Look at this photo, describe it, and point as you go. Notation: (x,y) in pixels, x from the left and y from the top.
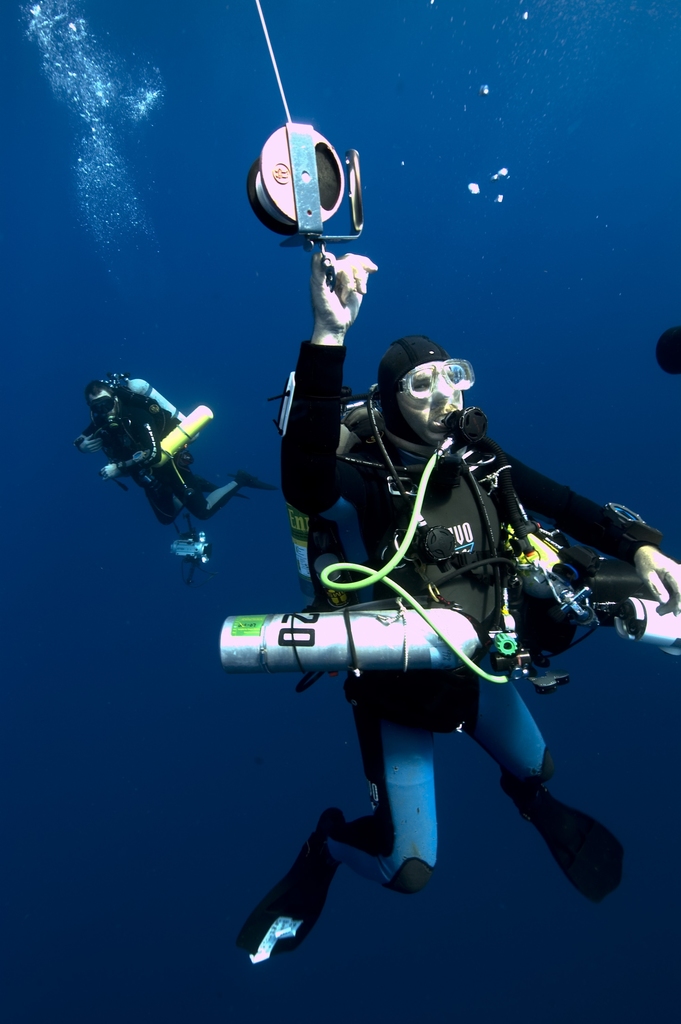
In this image, we can see some people (432,694) swimming in the water (645,661).
